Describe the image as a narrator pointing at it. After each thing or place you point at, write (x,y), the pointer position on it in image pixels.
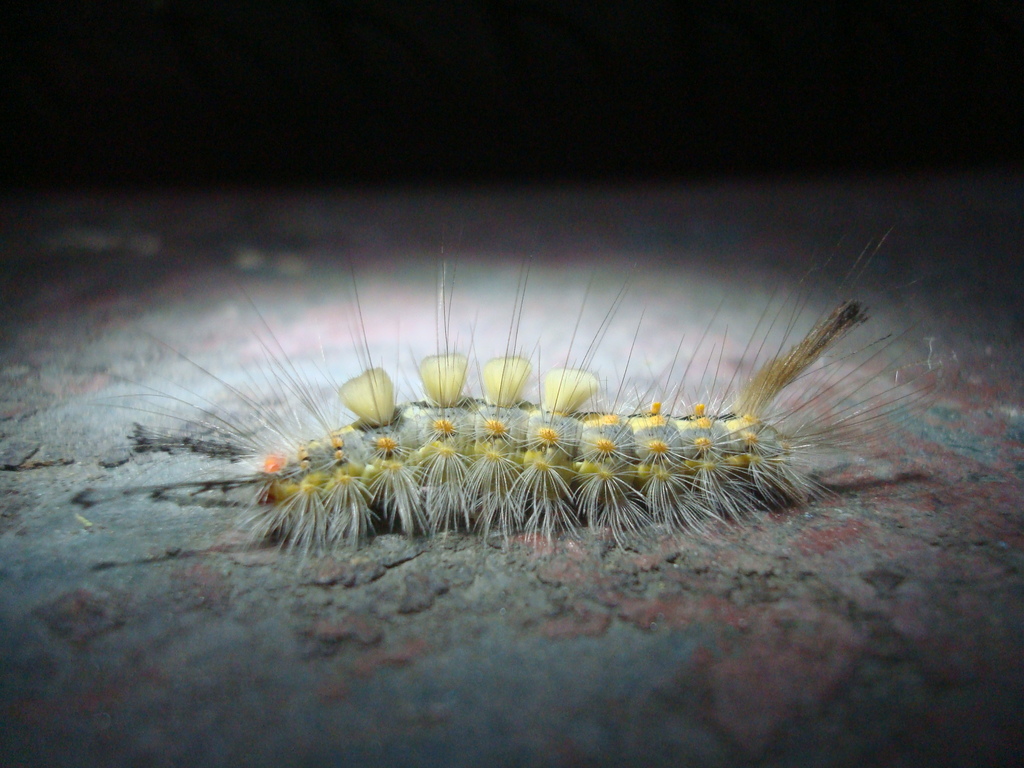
In this image I can see a yellow and grey colour insect (536,468) over here. I can also see this image is little bit in dark from background (433,12).
